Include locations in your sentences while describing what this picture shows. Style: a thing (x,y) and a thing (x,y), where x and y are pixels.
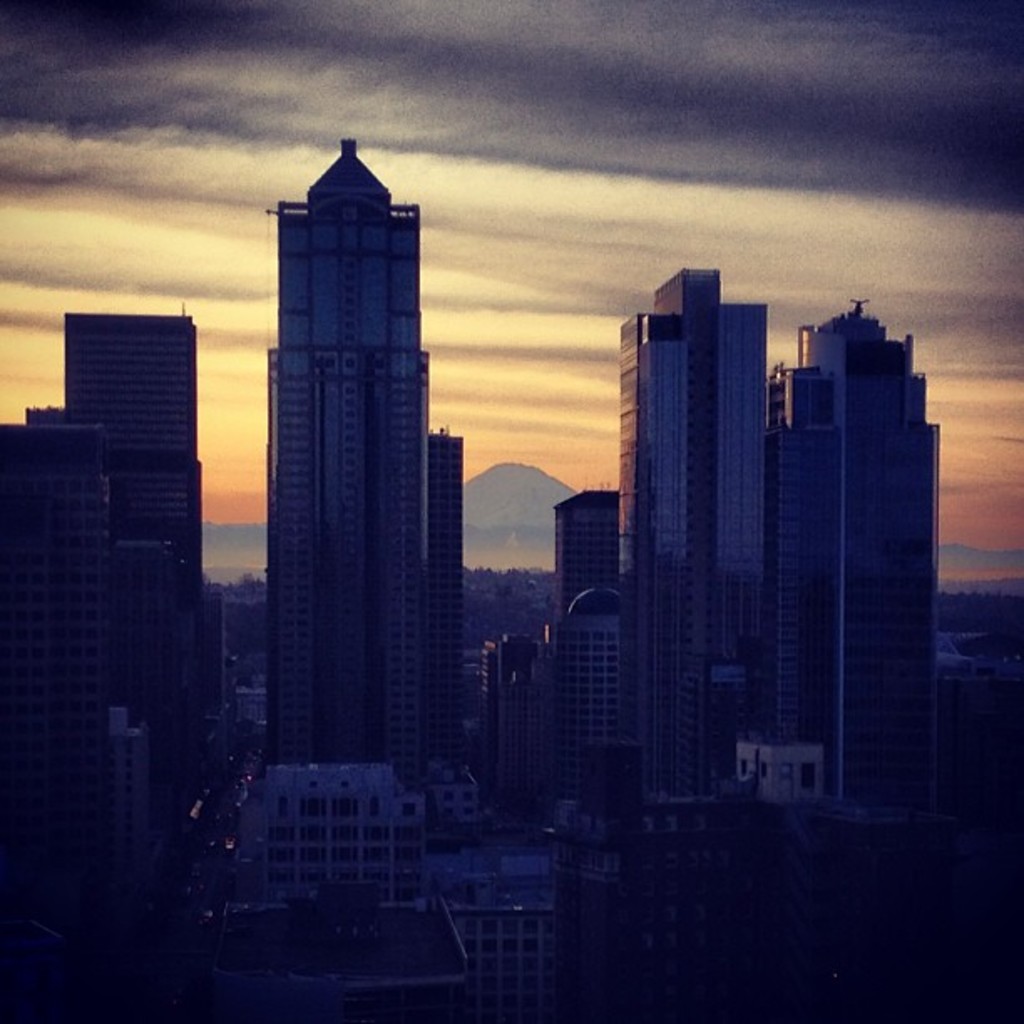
In this image there are buildings (440,664). In the background (535,381) there is sky (533,278) and mountains (513,475).
